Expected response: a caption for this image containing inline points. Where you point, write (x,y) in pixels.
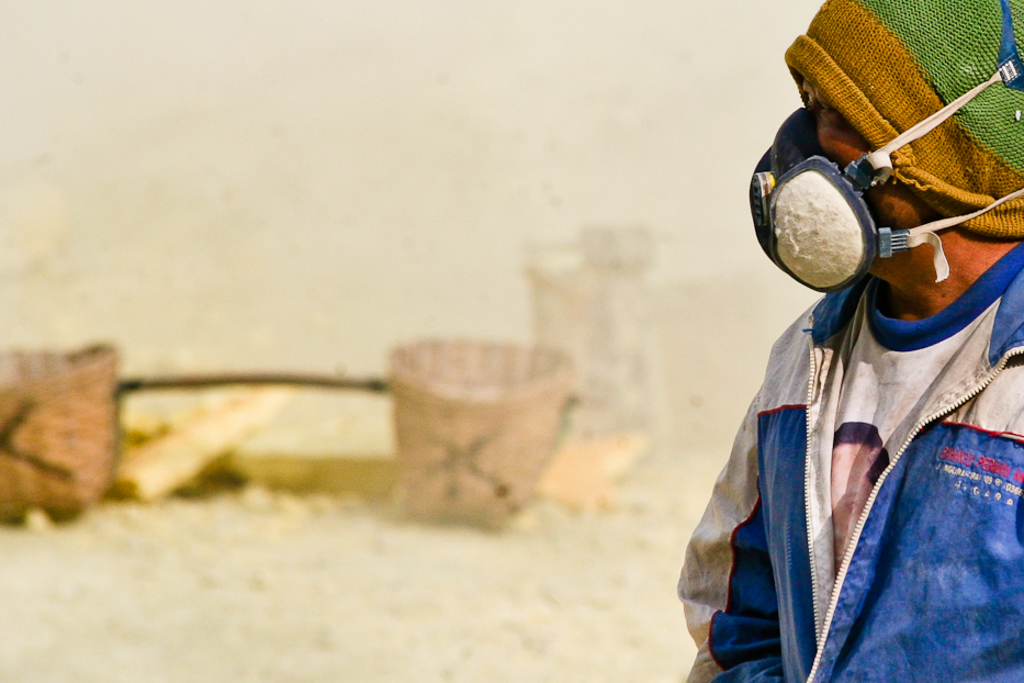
In the foreground of this picture (883,375), there is a man (885,549) in blue coat (891,583) and a mask (811,246), a cap (856,52) to his head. In the background (485,448), there are baskets (88,386) on the ground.
